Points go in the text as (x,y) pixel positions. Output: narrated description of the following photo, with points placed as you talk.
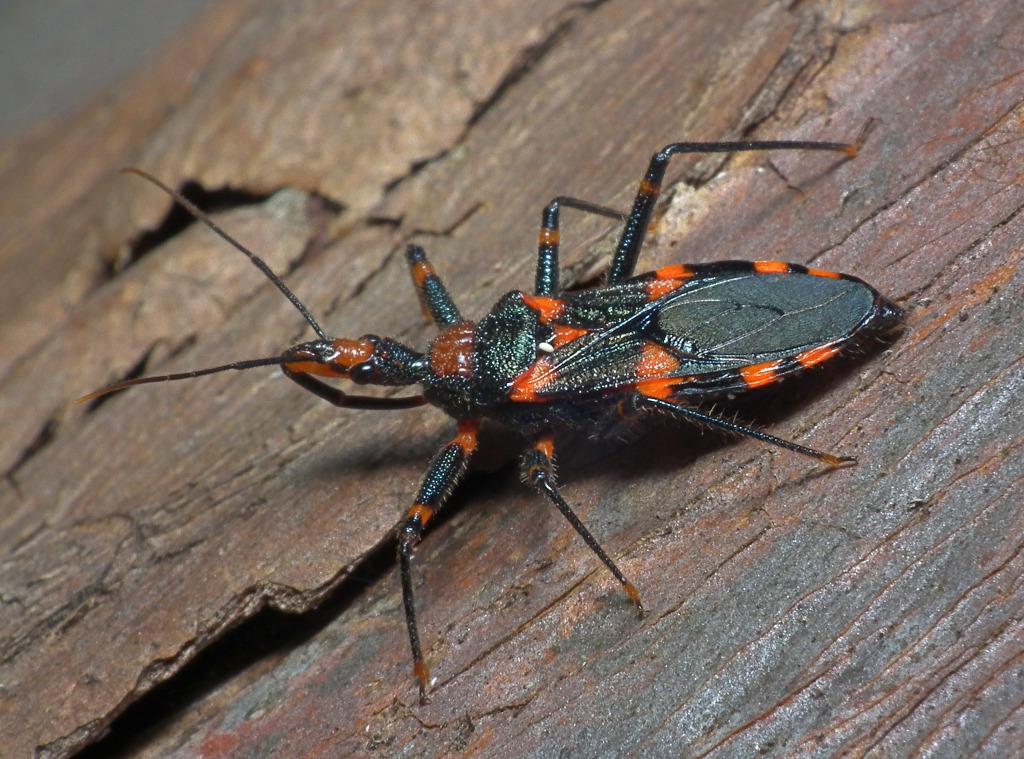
In this image I see an insect (528,306) which is of black and orange in color and it is on the wooden surface (371,227).
